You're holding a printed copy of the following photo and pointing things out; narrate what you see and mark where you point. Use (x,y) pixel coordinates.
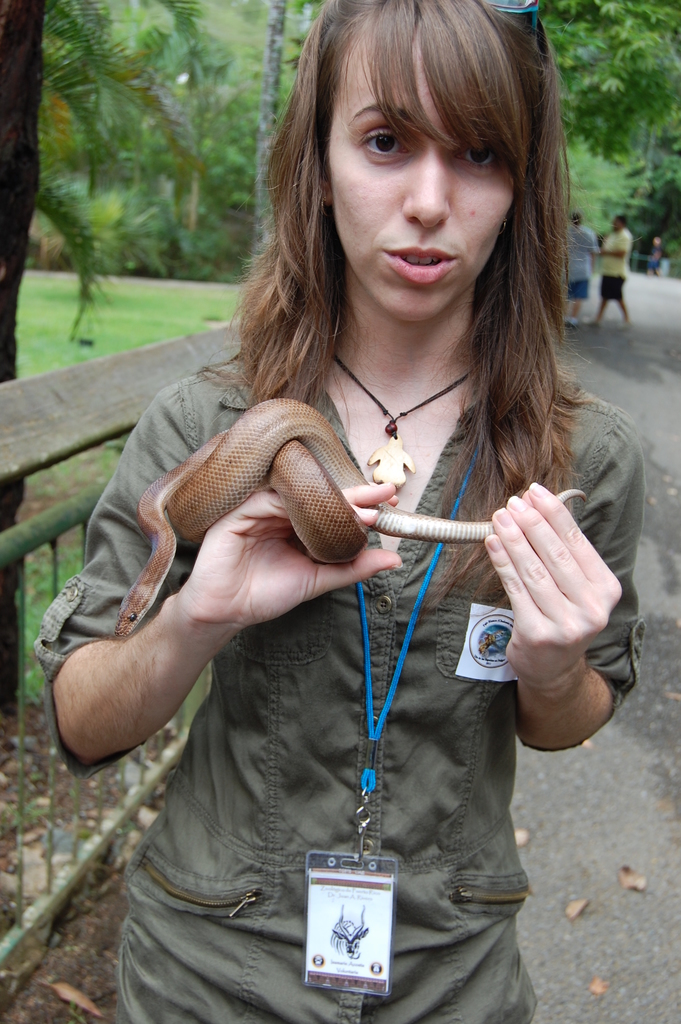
In this image, we can see a person (514,548) holding a snake (351,536) with her hands (279,541). This person (193,677) is wearing clothes (258,730) and ID card (360,883). There are two persons (573,284) standing in the top right of the image (617,279). In the background of the image (235,160), there are some trees (193,131).
